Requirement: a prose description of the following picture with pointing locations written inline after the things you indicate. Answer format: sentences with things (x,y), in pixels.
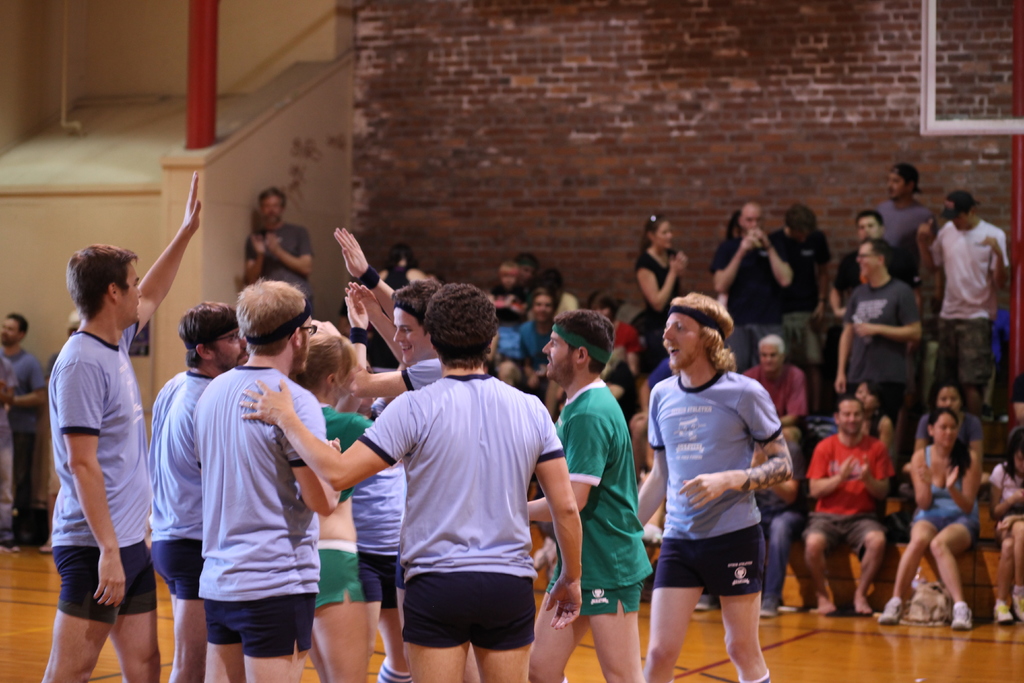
In this image, we can see a group of people (456,612) are standing. Few are raising their hand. Background (18,447) we can see a group of people (980,315). Few are sitting and other are standing. Here we can see a brick wall (556,148), pillar (1019,141) and few objects (1009,123). At the bottom (882,660), we can see the floor (870,663).
